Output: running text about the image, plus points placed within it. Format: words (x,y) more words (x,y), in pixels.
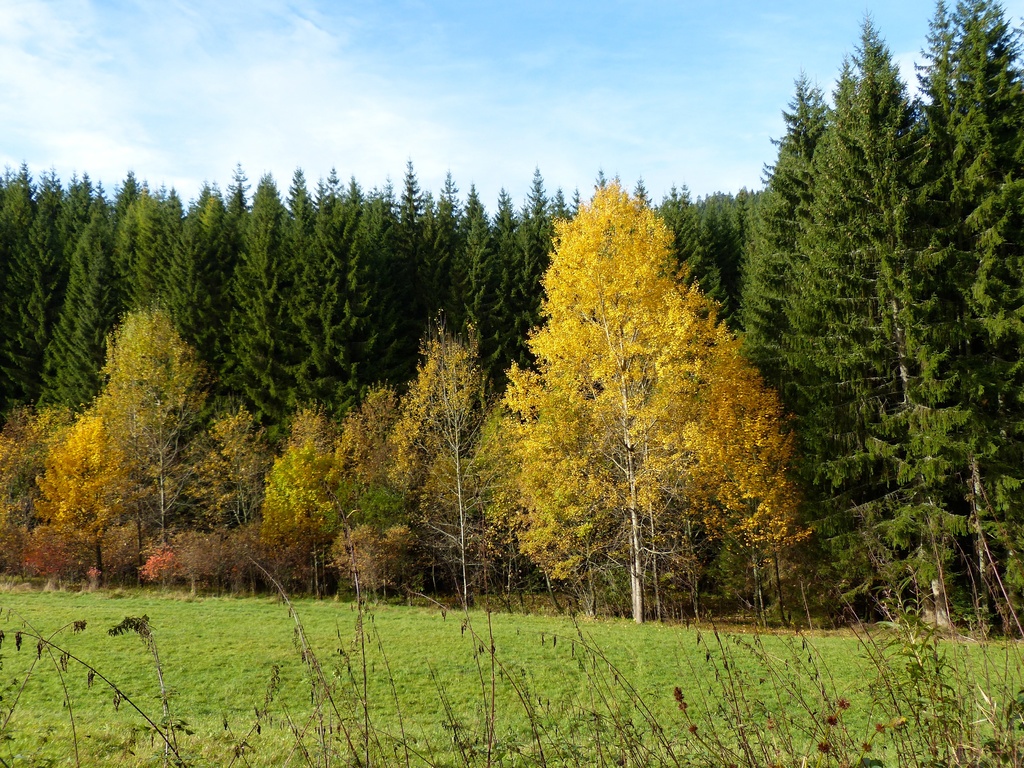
In this image there are trees (504,439) and there's grass (400,670) on the ground (467,678) and sky (390,129) is cloudy.
